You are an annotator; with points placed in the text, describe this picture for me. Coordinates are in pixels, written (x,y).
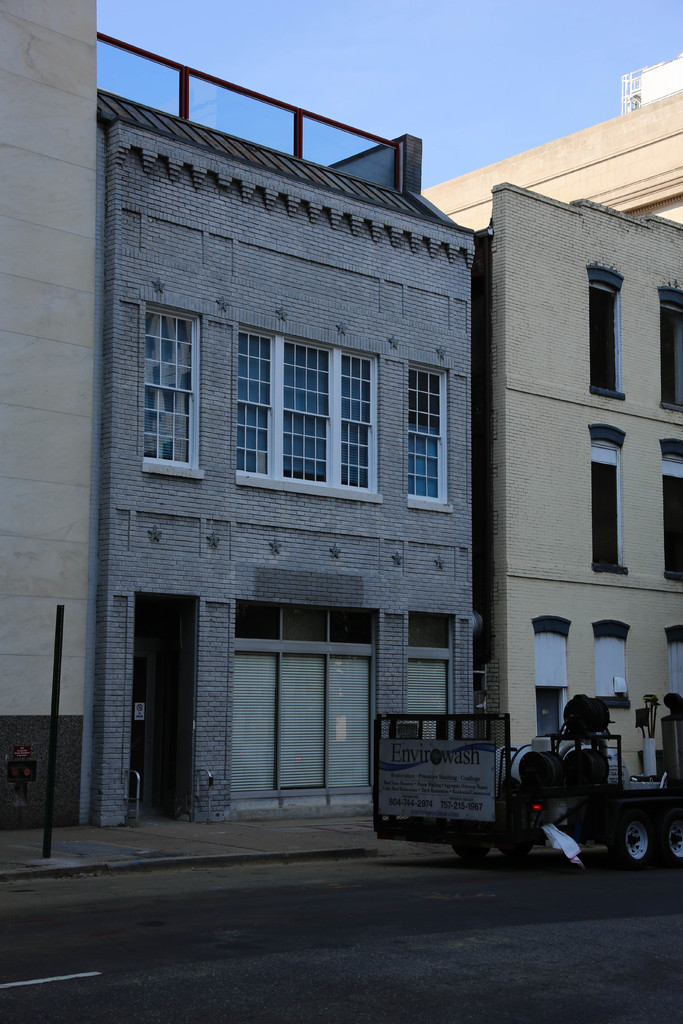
In the image there are buildings (471,680) and in front of the buildings (415,705) there is a vehicle (450,718) on the road (118,1020).
